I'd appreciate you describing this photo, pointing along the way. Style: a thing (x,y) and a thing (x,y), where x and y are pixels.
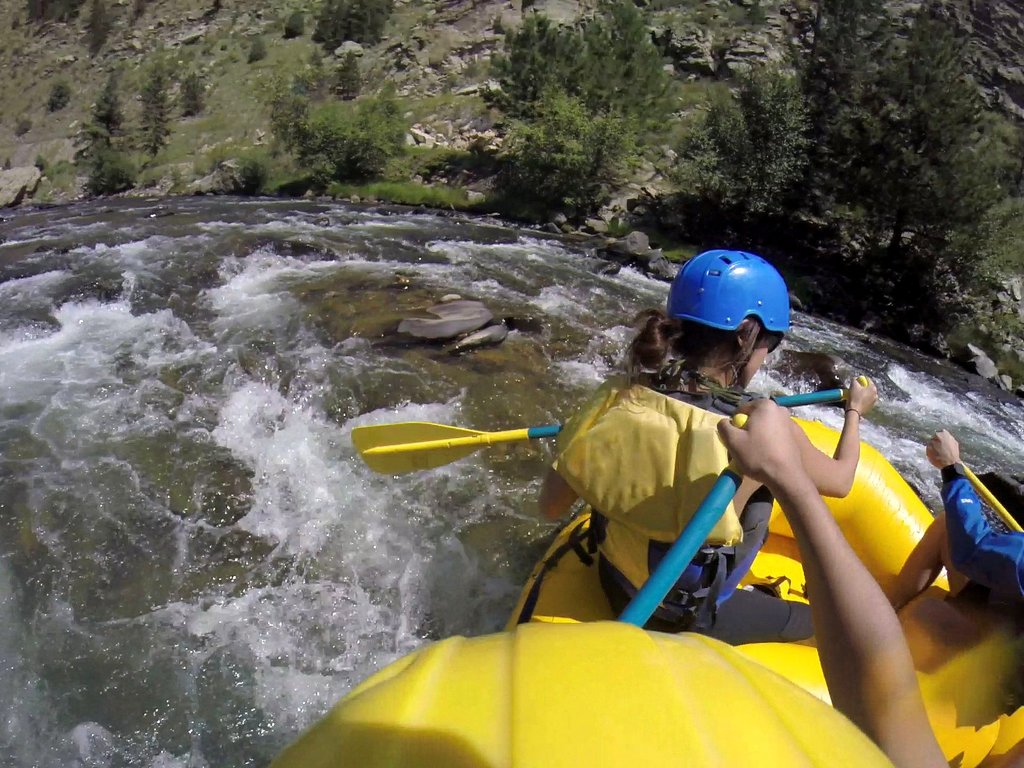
In this image we can see the person's (712,628) rowing a boat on the water (504,524), there are some stones (462,332), trees (600,110) and plants (417,150).
